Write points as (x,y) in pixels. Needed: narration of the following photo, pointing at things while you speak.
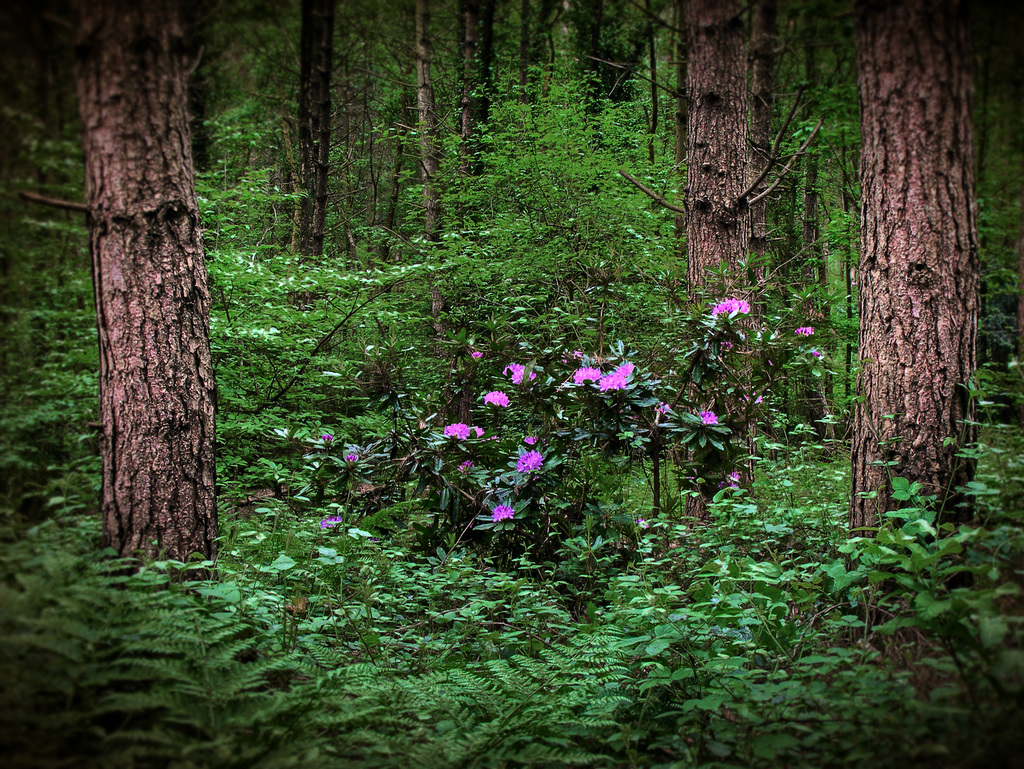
We can see plants (734,282), flowers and trees (253,88).
